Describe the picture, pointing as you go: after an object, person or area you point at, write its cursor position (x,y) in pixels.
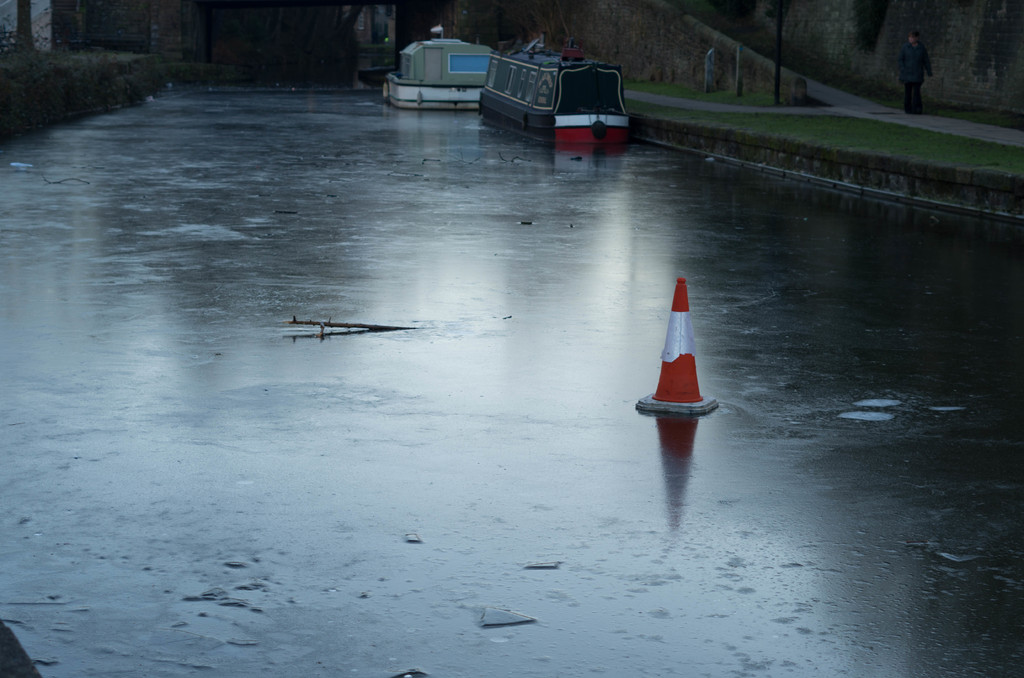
In this image there is an upright cone (675,385) on the surface of ice (491,435). There are boats (502,105) on the surface of the ice (473,136). Right top there is a person (925,57) walking on the path (931,116). Beside there is grassland (877,131). Left top there are plants (48,86). Background (964,20) there is a wall (68,26).
